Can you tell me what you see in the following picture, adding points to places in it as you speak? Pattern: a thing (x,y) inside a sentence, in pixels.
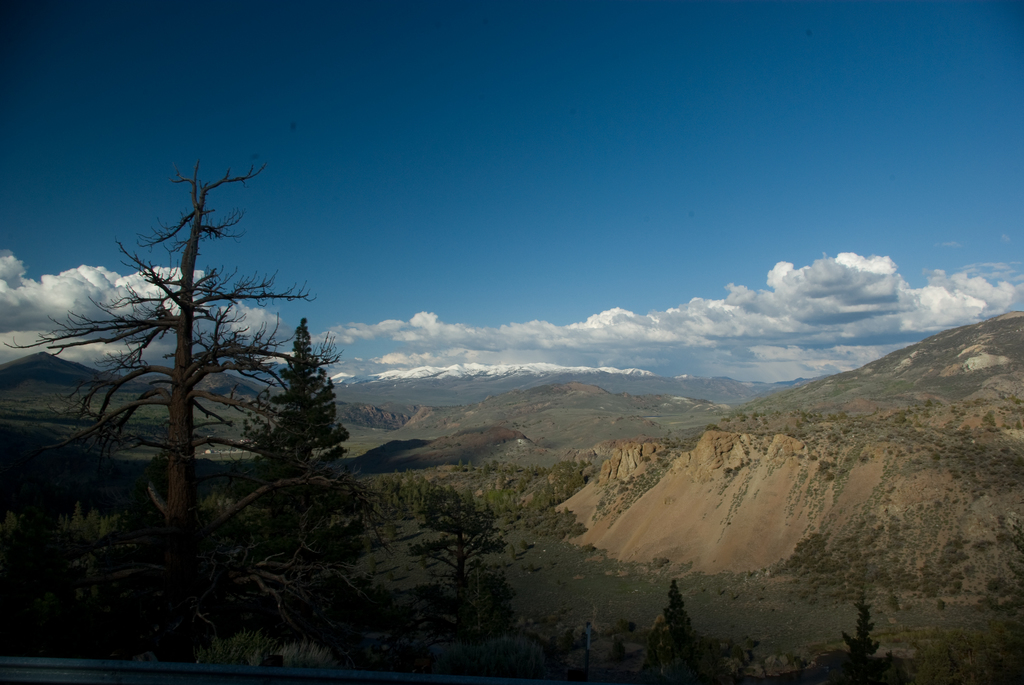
In this picture we can see trees (191,560), hills (966,336) and grass (952,345). In the background of the image (661,282) we can see the sky (672,329) with clouds (672,329).
